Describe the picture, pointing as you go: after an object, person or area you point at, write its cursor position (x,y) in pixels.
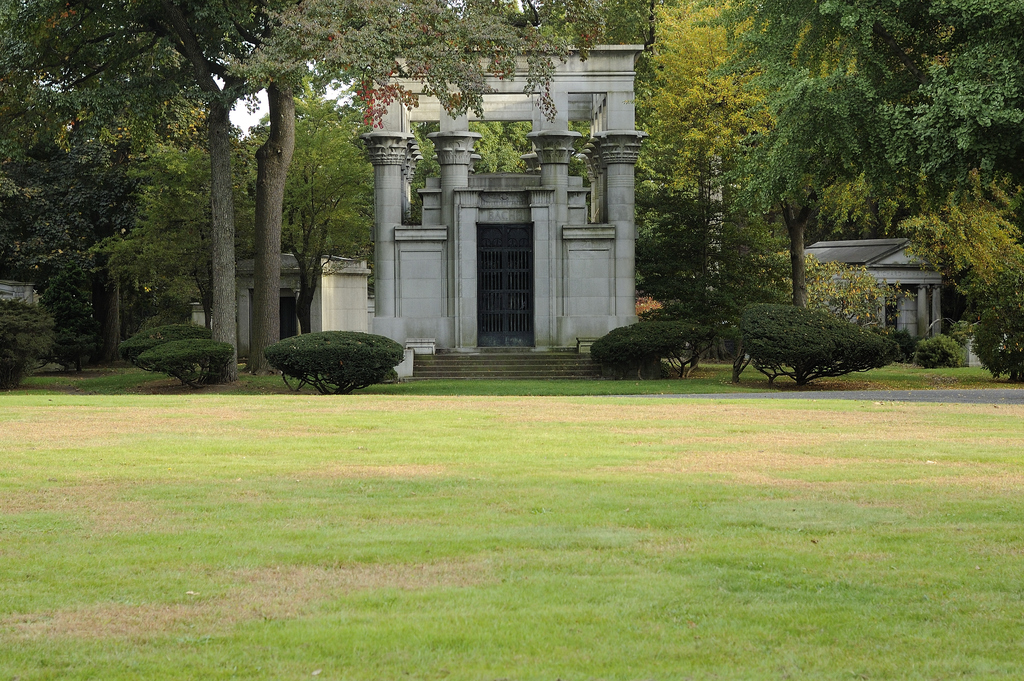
In this picture we can see grass (556,572), plants (819,277), trees (128,305), houses (915,303), pillars (556,170) and door (504,234). In the background of the image (240,114) we can see the sky (237,118).
